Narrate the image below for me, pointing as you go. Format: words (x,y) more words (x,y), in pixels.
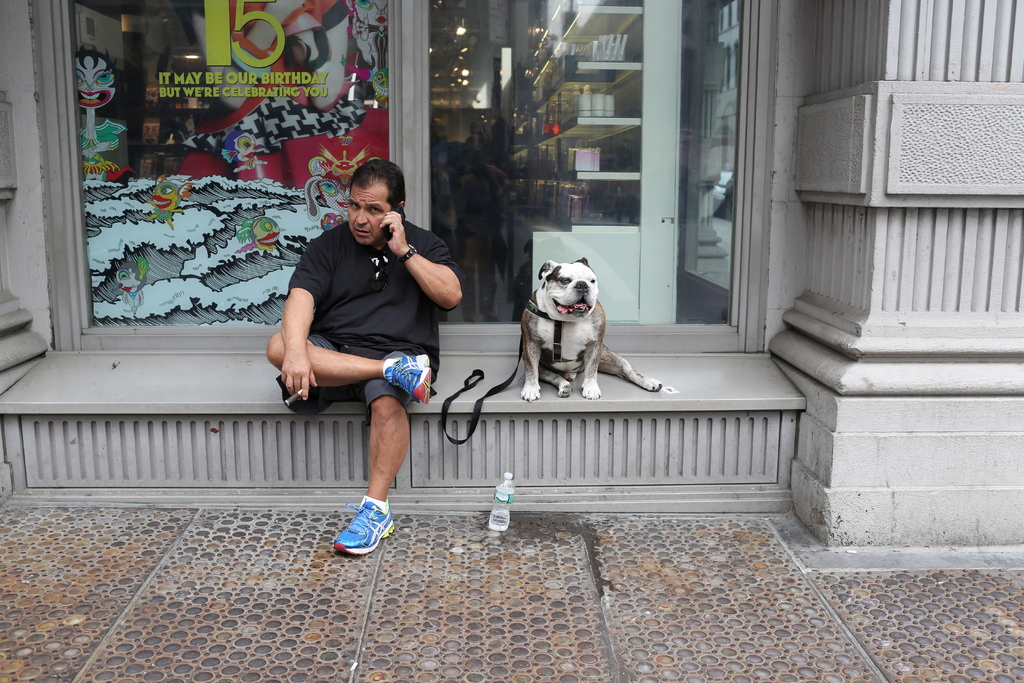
In this image I can see a man (392,389) is sitting and speaking on the phone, he wore t-shirt (387,343), shoes (403,389). Beside him there is a dog (529,371), behind him it looks like a supermarket (489,126), there is a glass wall (317,127).
